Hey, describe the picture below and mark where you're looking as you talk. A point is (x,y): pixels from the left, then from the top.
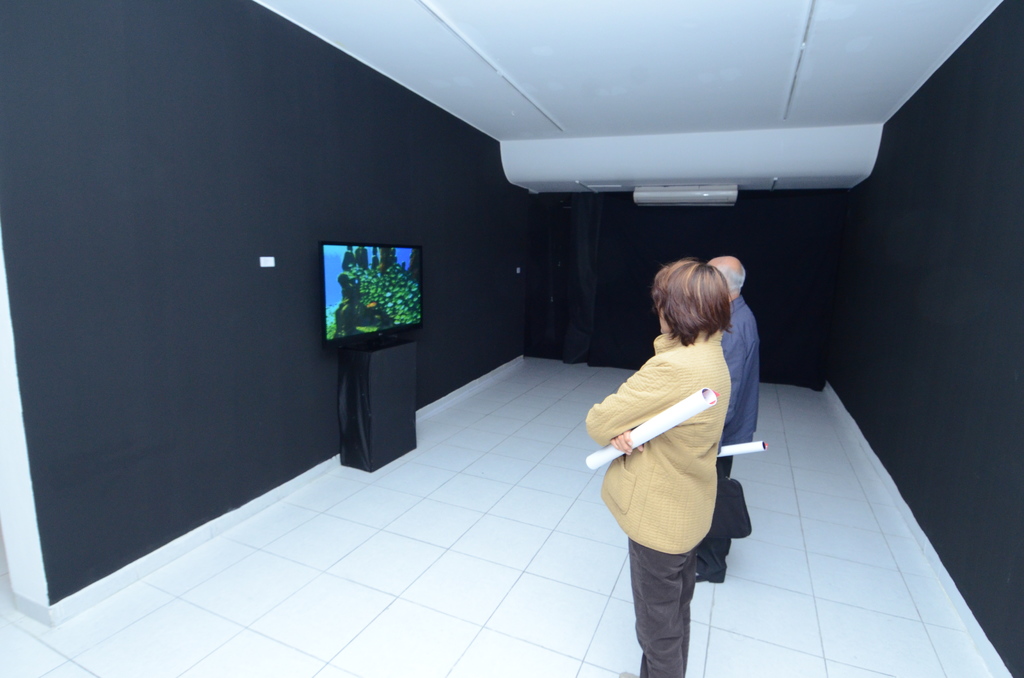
In the picture there are two people (620,414) present standing, they are catching some objects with their hands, in front of them there is a television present on the stand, there is a wall (308,245).
